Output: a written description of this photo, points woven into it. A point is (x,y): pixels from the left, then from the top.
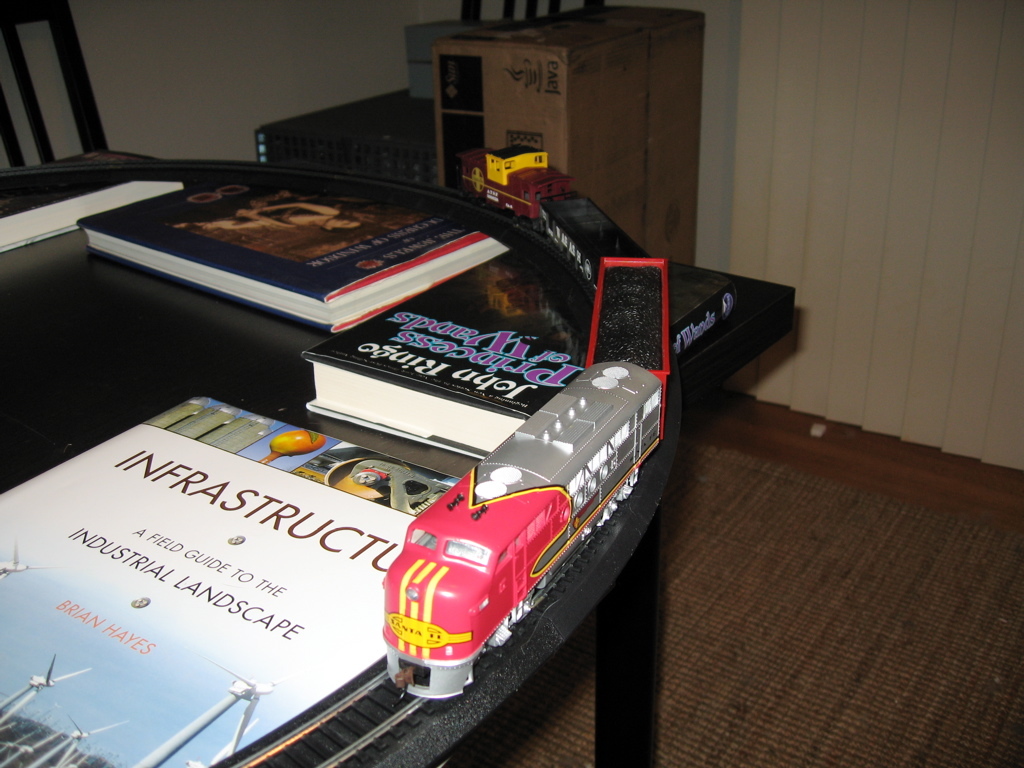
This picture is clicked inside. On the left (66,324) we can see a toy of a train (403,625) running on the railway track (61,173) which is placed on the top of the table (142,321) and we can see there are some books (223,441) placed on the top of the table (178,329). In the background (181,115) we can see the wall (261,64), chair (83,76) and some objects (537,135) placed on the ground (867,578).
